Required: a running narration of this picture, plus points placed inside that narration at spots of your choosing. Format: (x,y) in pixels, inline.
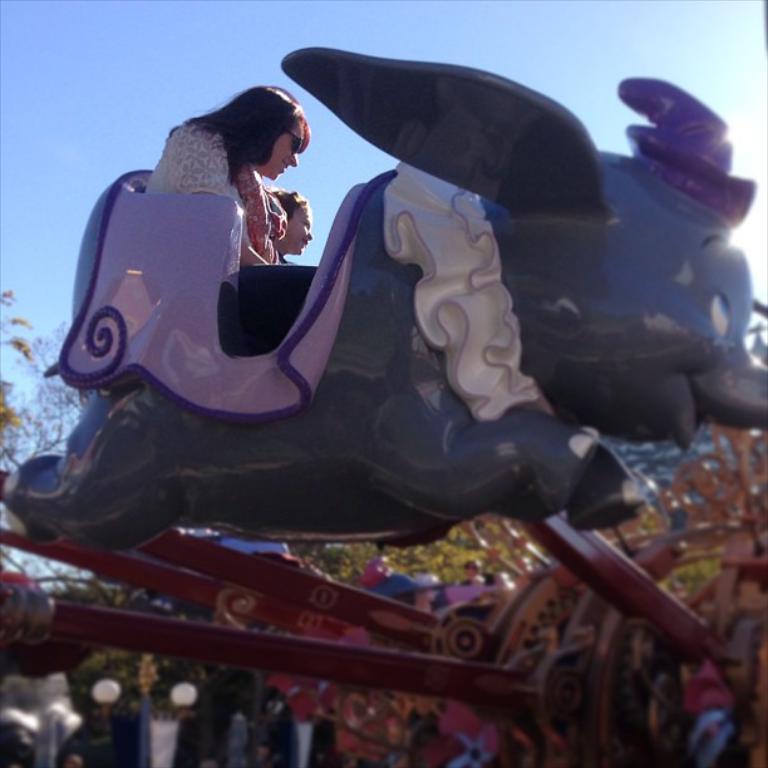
On the left side (208,166), there is a woman (254,96) sitting on the seat (229,265) of an object (201,280). Beside her, there is another person (307,214). In the background (7,334), there are trees (44,359) and there is blue sky (73,45).
